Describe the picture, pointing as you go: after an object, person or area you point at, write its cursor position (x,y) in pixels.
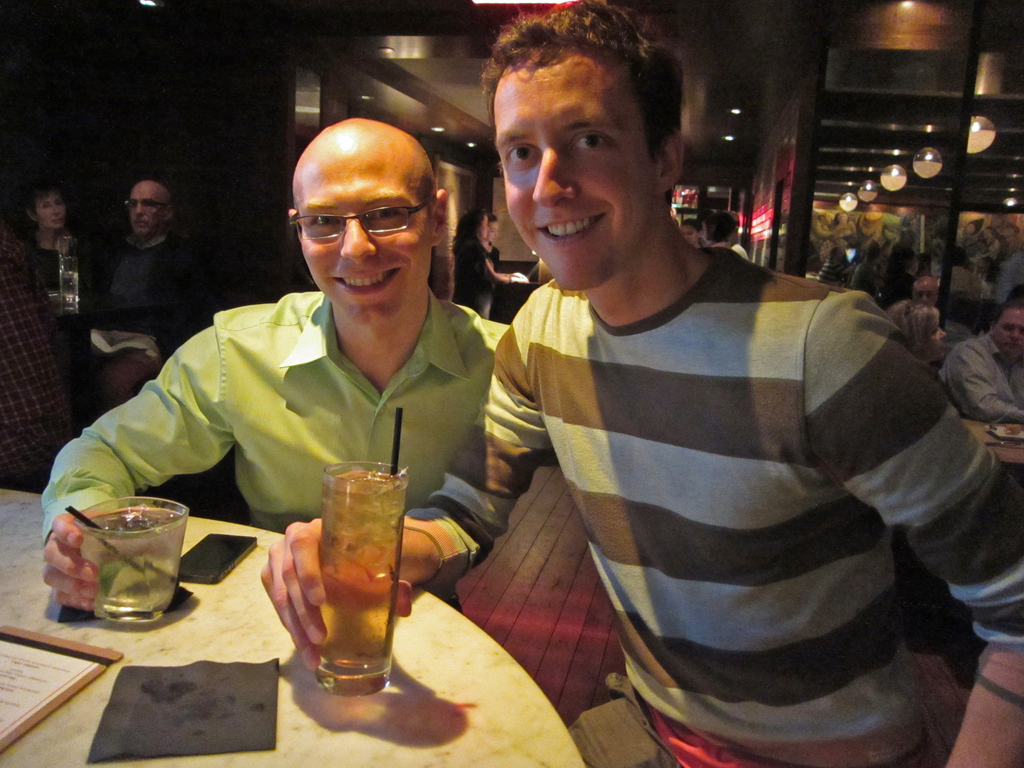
There are two persons (551,363) sitting and holding a glass (334,534) in their hands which is placed on the table (218,629) and there are some persons (168,255) in the left corner (120,298).
